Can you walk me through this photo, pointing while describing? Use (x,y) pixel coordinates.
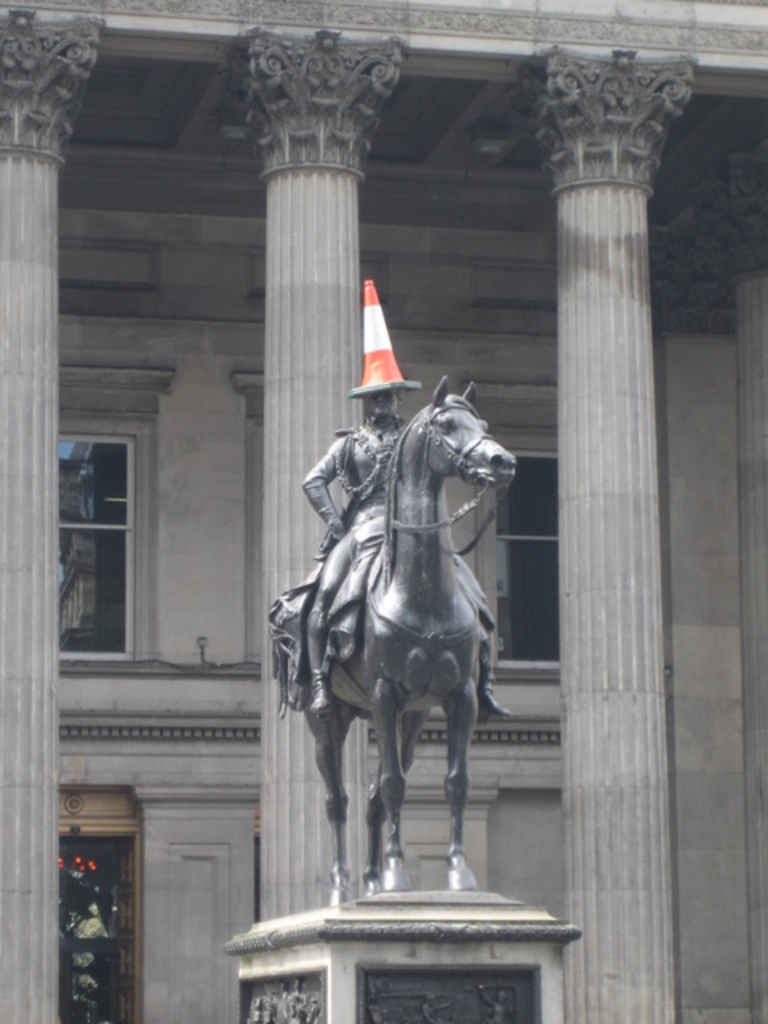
In this image in the center (341,567) there is one statue (347,721), and in the background (359,789) there is a building (133,360) and some pillars (622,269).
